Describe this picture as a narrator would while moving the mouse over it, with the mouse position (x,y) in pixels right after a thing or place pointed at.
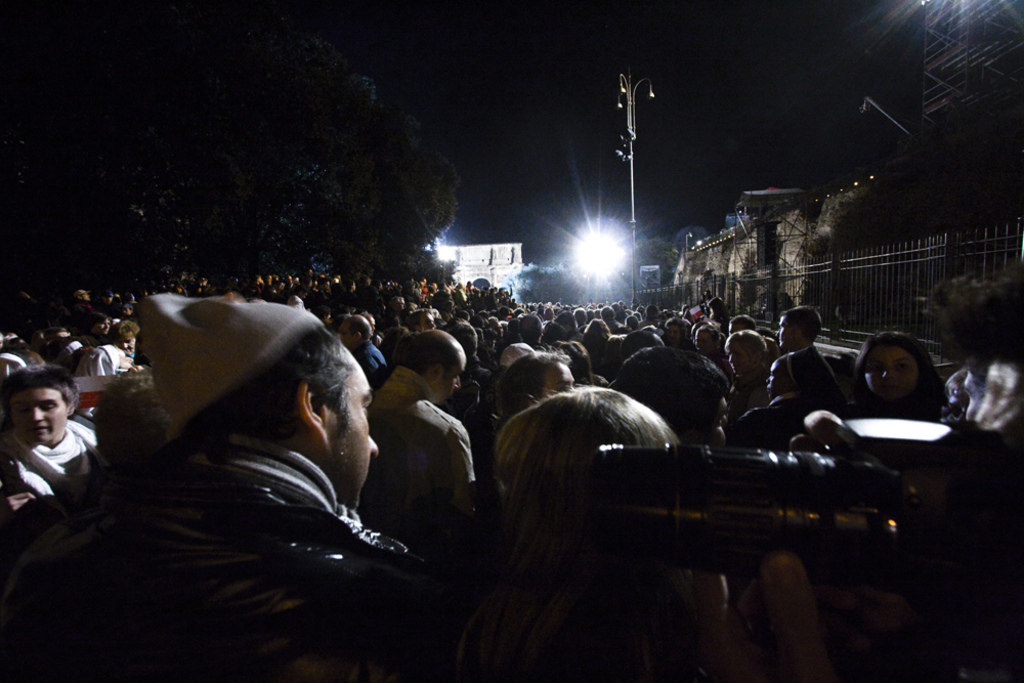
In this image we can see a crowd (520,445). On the right side (850,534) we can see a person (950,634) holding a camera (754,528). On the backside (781,285) we can see some trees (328,213), buildings (481,262), fence (652,287) and a street pole (631,122).
